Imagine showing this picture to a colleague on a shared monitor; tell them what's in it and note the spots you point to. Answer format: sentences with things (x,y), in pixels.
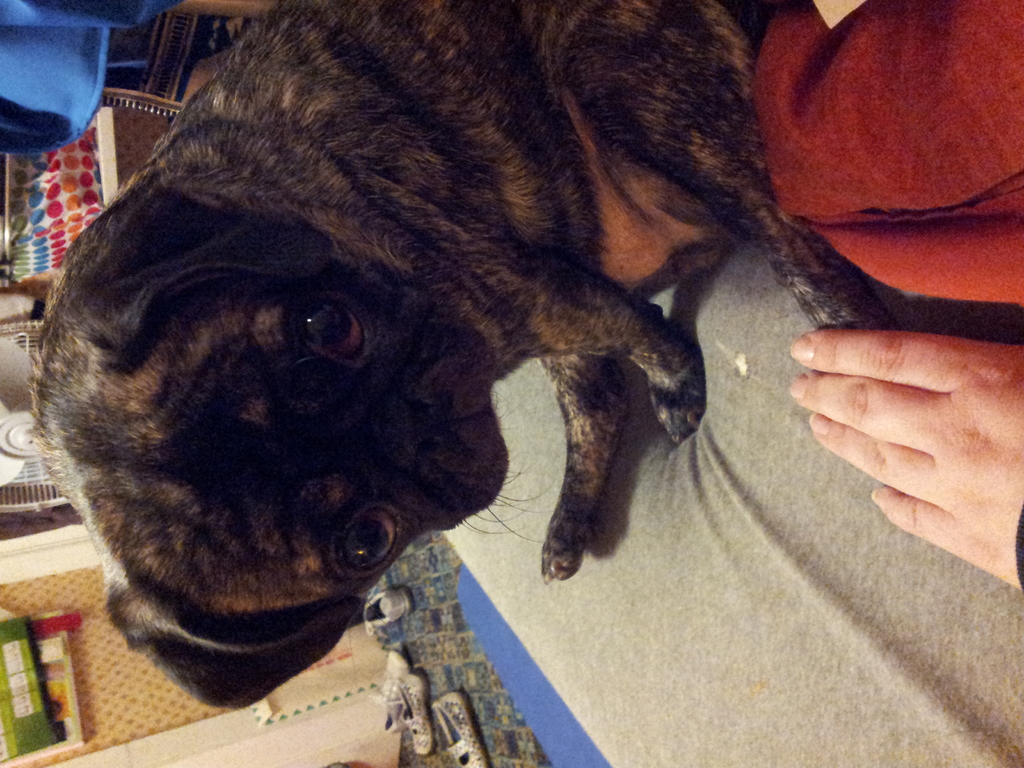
In this image we can see a dog (599,422) on the surface (854,560), the hand (871,451) of a person (827,434) and a cloth (838,193). We can also see some shoes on the floor (475,659), posters (27,736) on a wall (114,685), a table fan (1,460) and a bag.
